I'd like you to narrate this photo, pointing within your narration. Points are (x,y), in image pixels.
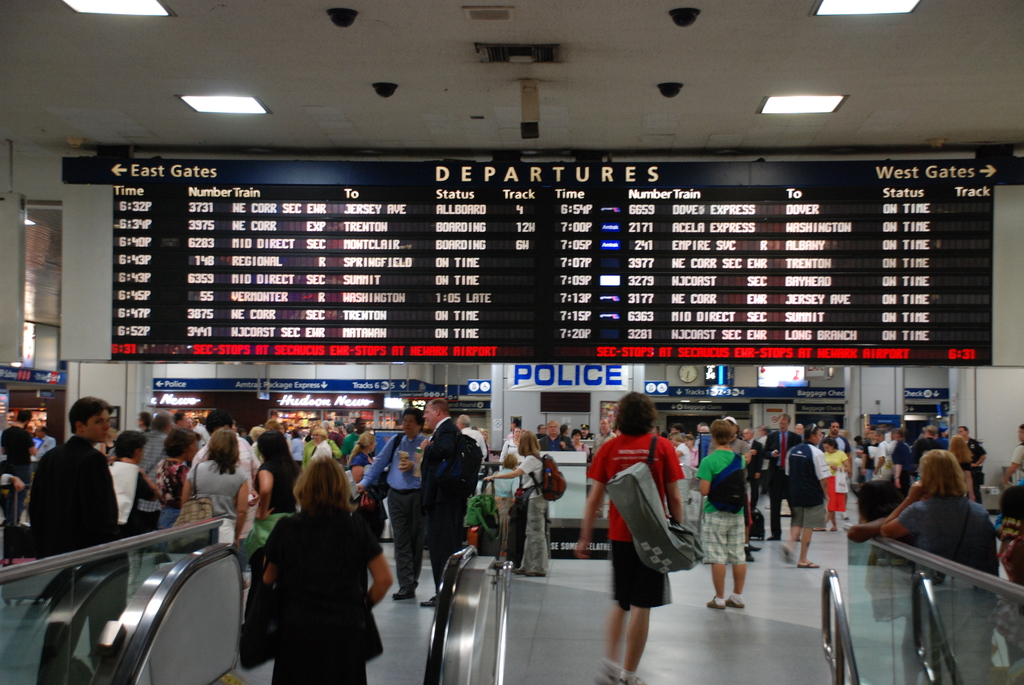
In this image, there are a few people (342,496). We can see the ground (511,619). We can also see some objects (175,676) at the bottom (848,628). We can also see the glass fence (143,562). We can see the wall (123,392) and some boards (514,378) with text (362,384). There are a few display screens (918,346) and some pillars (876,397). We can also see the roof (485,102) with some lights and objects (551,59) attached to it.
